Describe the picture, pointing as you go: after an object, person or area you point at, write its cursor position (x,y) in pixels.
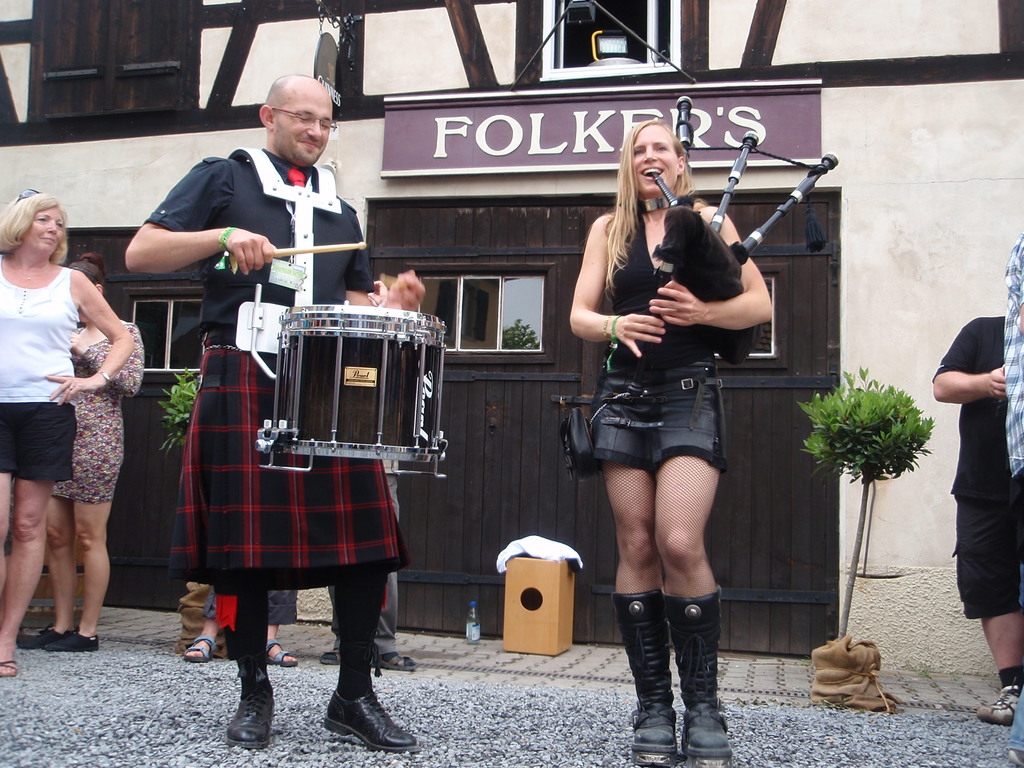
In this picture we can see a girl (701,489), standing in the front (655,347) wearing black top (689,335) and playing the bagpipes (743,264). Beside there is a man (301,521) playing the drum (342,304). Behind there is a woman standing and looking at the performers (214,211). In the background (525,449) there is a wooden door (503,400) and building (150,159).
